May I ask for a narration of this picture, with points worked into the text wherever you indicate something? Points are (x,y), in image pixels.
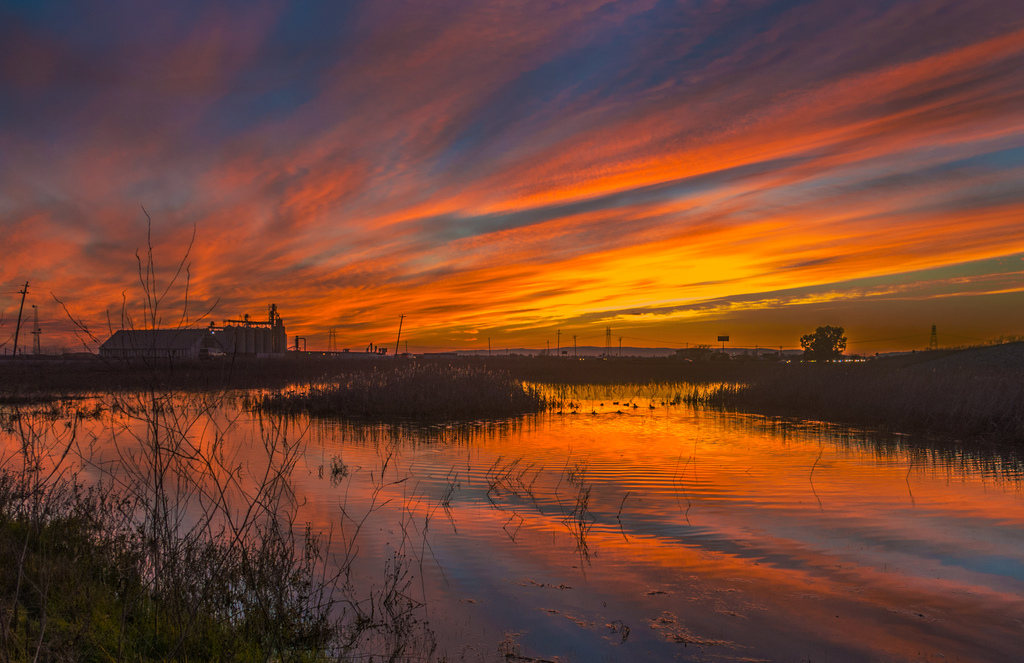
In this image we can see a house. We can also see some plants (407,368), a large water body (753,594), trees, some poles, towers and the sky (596,309) which looks cloudy.
